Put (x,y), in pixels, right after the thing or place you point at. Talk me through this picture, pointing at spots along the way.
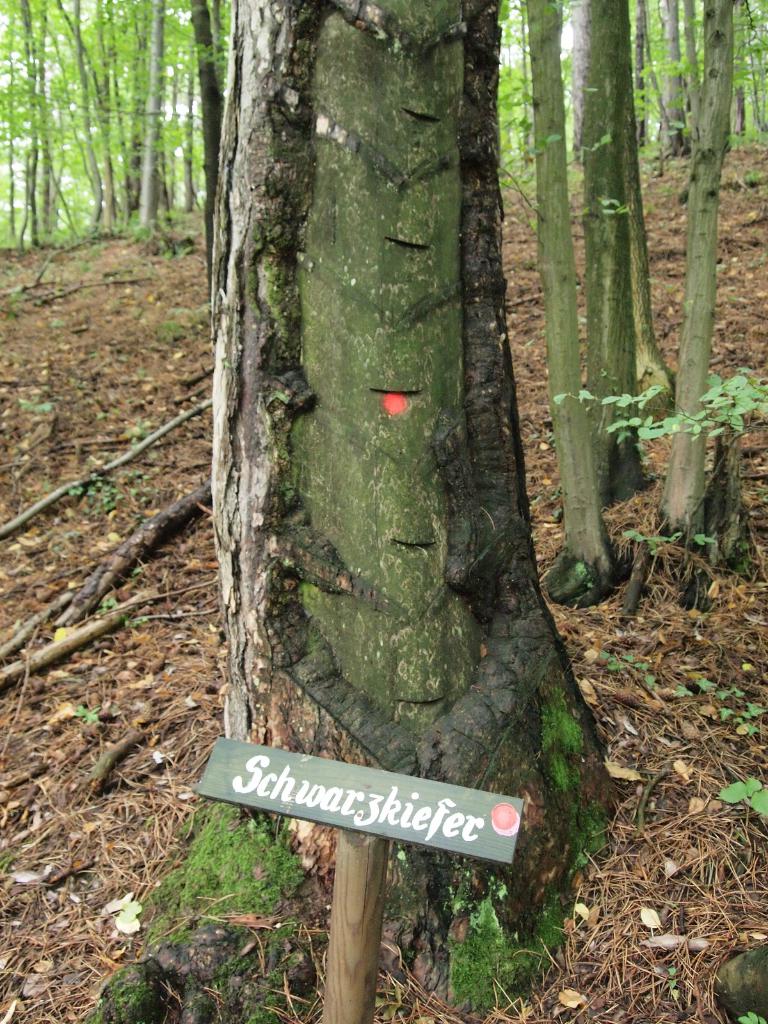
In this image I can see a board (412,787) which is in black color attached to the wooden stick (369,844). Background (64,164) I can see trees (127,114) in green color and the sky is in white color.
